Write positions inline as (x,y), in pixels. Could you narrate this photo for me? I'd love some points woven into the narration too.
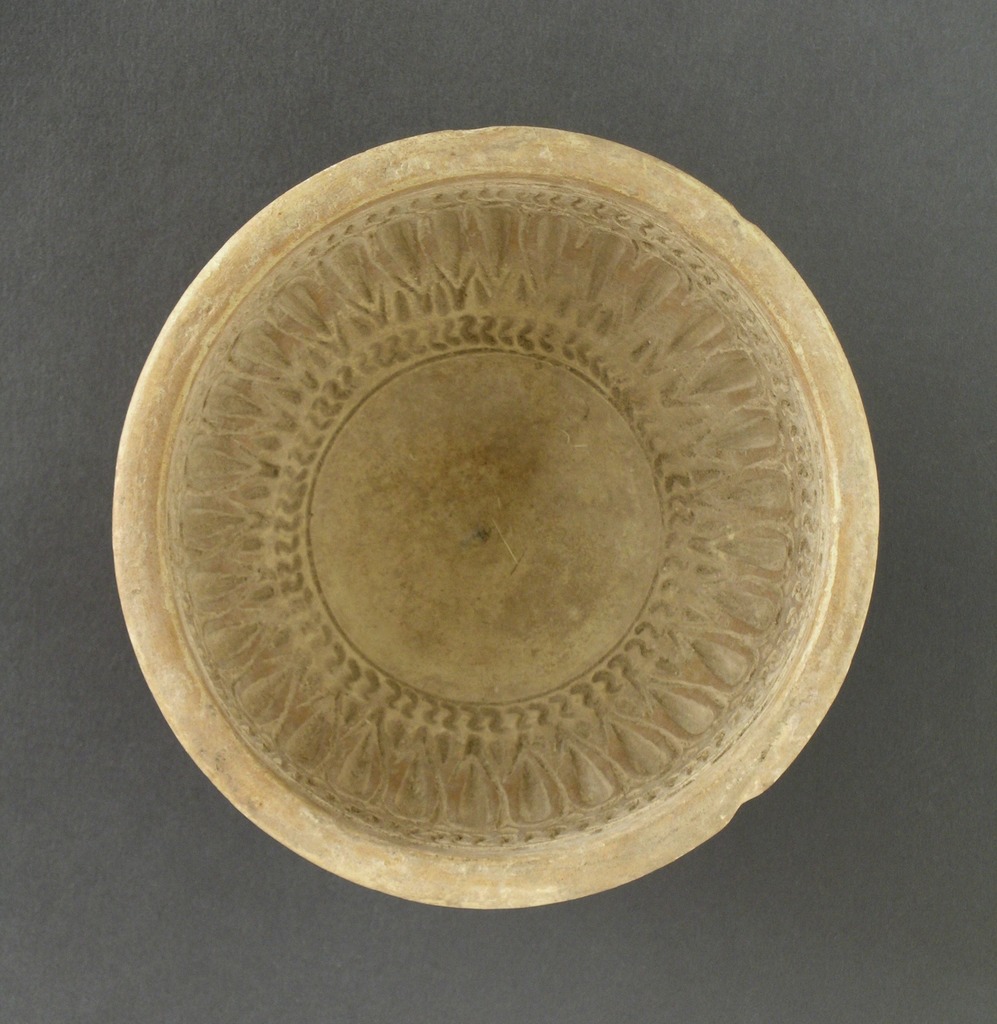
In this picture we can observe a plate (650,394) which is in cream color. This plate (257,378) is placed on the grey color surface (471,959). We can observe a design (552,753) on this plate (564,727).
